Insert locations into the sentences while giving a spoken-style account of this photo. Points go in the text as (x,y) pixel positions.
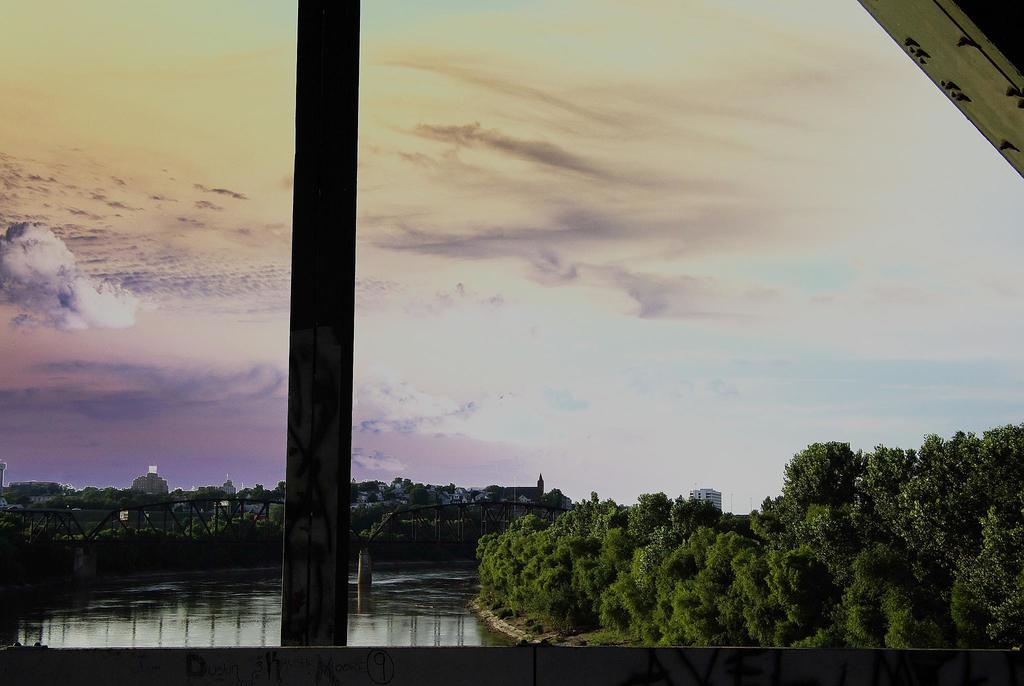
In this picture we can see the window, through it we can see lake (400,606), trees (645,548) and clouded sky (432,390).
